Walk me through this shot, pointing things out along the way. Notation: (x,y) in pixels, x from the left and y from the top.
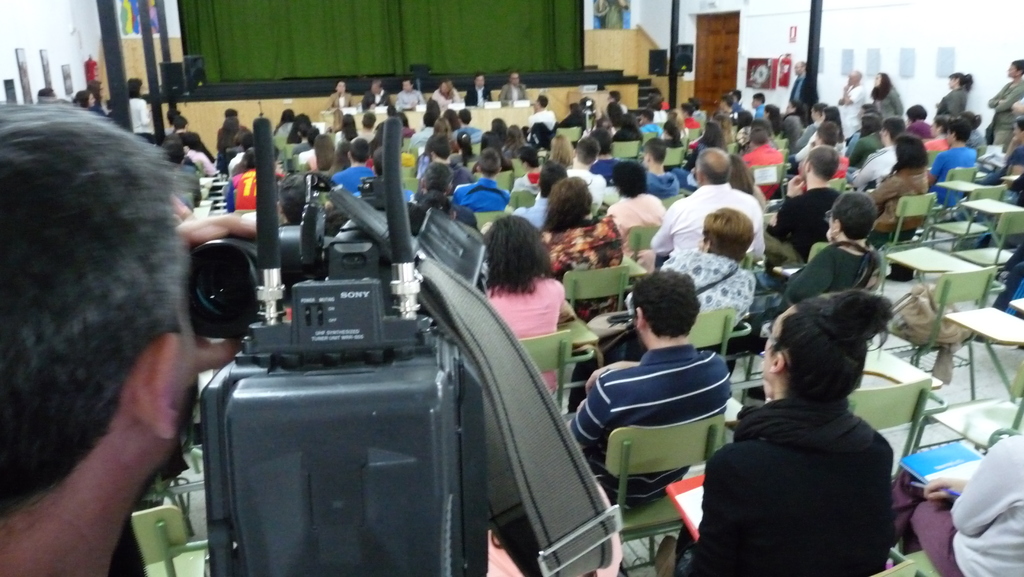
In the foreground of the image (370,407) we can see a person (125,496) is recording the event with a camera (189,300). In the middle of the image (621,227) we can see some persons (759,160) are sitting on the chairs (634,231). On the top of the image (447,90) we can see some persons (375,89) are sitting, a stage (389,93) and curtains (379,44) are there.
